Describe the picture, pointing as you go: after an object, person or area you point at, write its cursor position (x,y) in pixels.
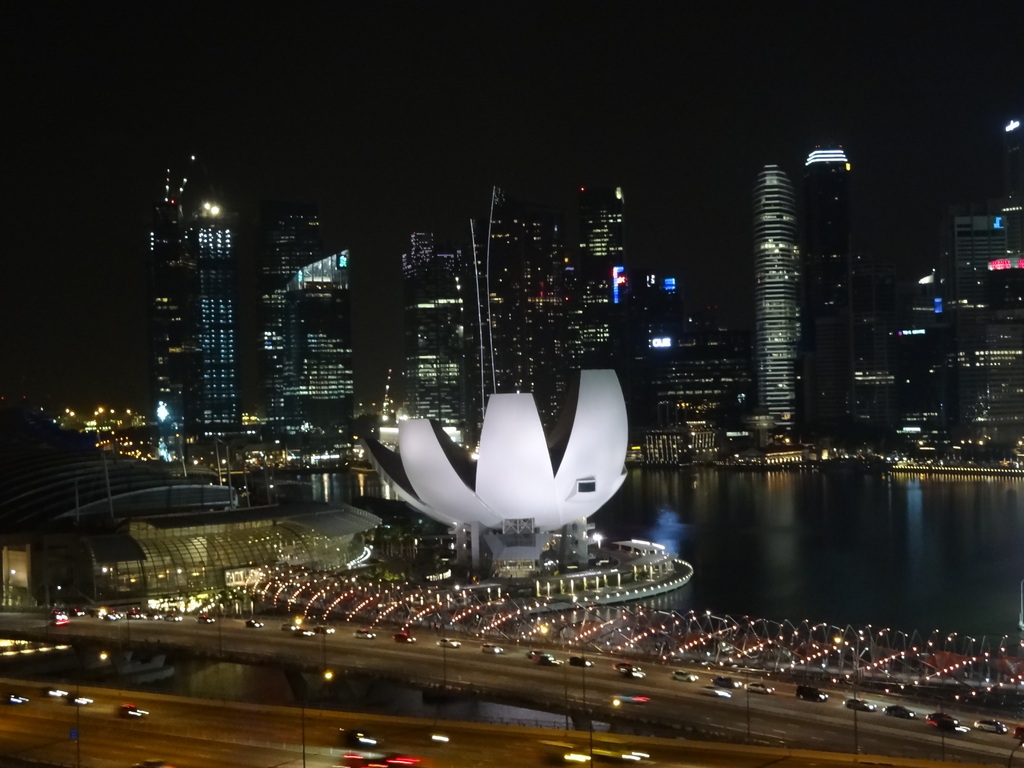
In this image we can see a bridge (510,697). On the bridge (292,634) there are group of vehicles (259,627). Behind the bridge (492,699) we can see water (816,546) and buildings (277,407). In the buildings (147,511) there are many lights (187,441). On top of the bridge (489,601) we can see the lights (311,575). The background of the image (295,181) is dark.
